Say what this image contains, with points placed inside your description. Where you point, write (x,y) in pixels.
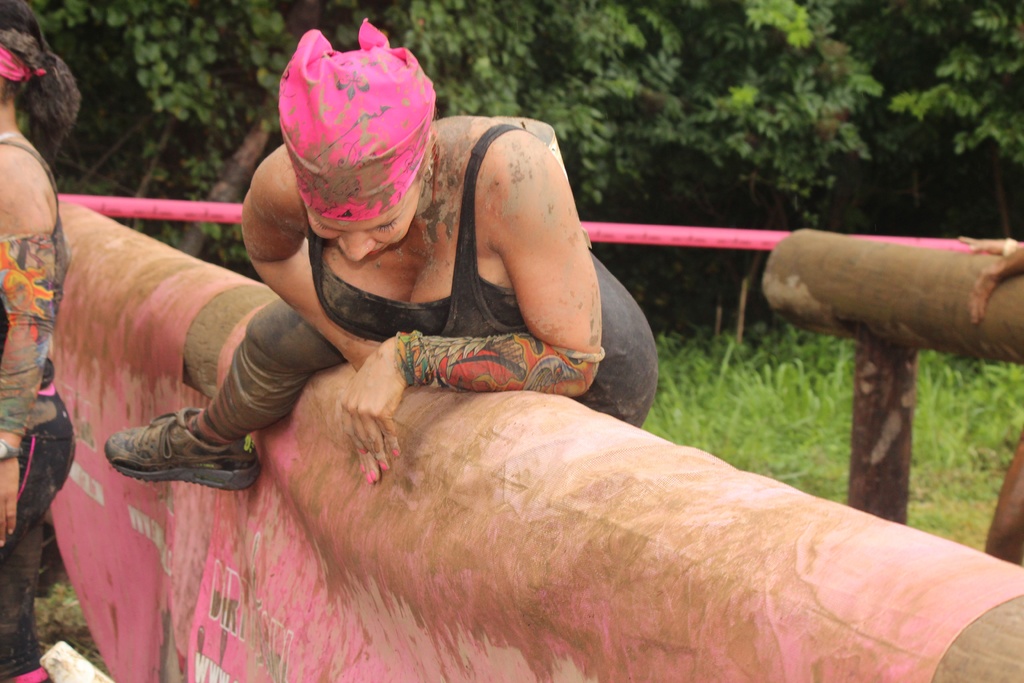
In this picture we can see two people (249,366), here we can see wooden objects (1021,314) and some objects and in the background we can see trees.
